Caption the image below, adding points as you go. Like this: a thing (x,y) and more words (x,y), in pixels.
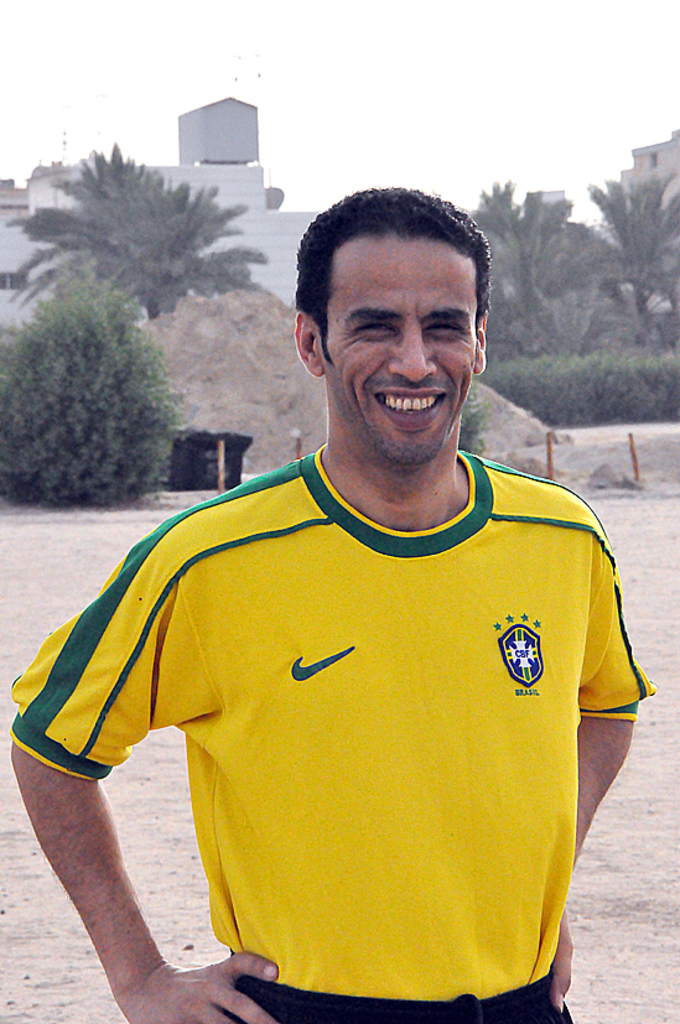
In the picture there is a man (302,752) standing he is wearing yellow shirt (419,538) he is also smiling he is posing for a photo there is sand (637,877) all over the land (52,587), in the background (125,431) is a plant (95,426), a tree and few houses (215,177).
